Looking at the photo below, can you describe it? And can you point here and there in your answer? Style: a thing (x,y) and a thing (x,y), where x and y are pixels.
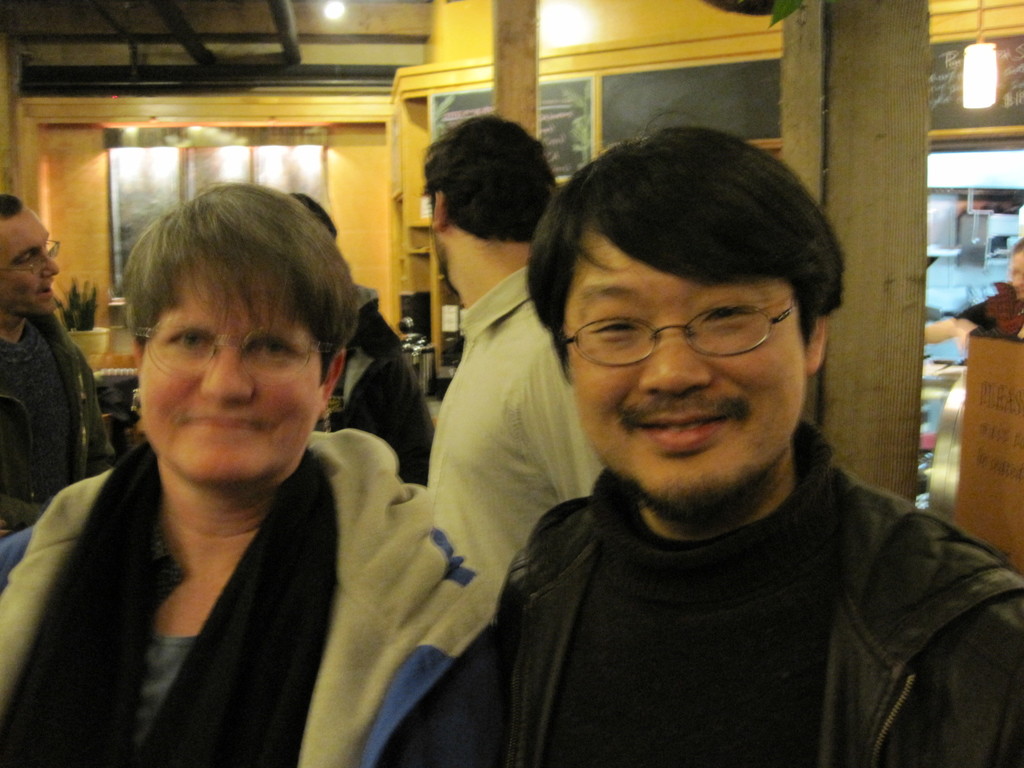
In this picture there is a man (566,605) wearing a black jacket (555,583), smiling and giving a pose. Beside there is a woman (321,602), standing and smiling. In the background (467,101) there is a restaurant (376,82) with wooden panel wall (348,131) and glass window (312,177).
